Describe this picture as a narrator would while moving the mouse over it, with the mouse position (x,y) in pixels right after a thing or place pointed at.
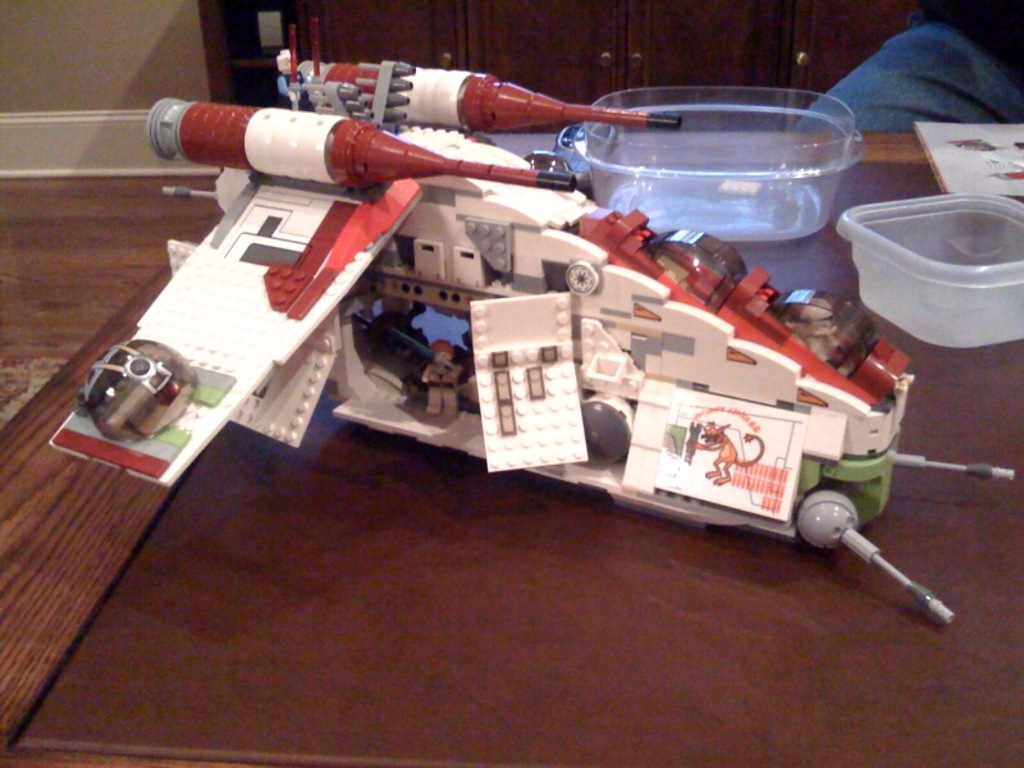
In this picture we can see a toy (659,371), a book (953,185) and few bowls (677,209), in the background (119,84) we can see cupboards (460,23) and a wall (114,71).
